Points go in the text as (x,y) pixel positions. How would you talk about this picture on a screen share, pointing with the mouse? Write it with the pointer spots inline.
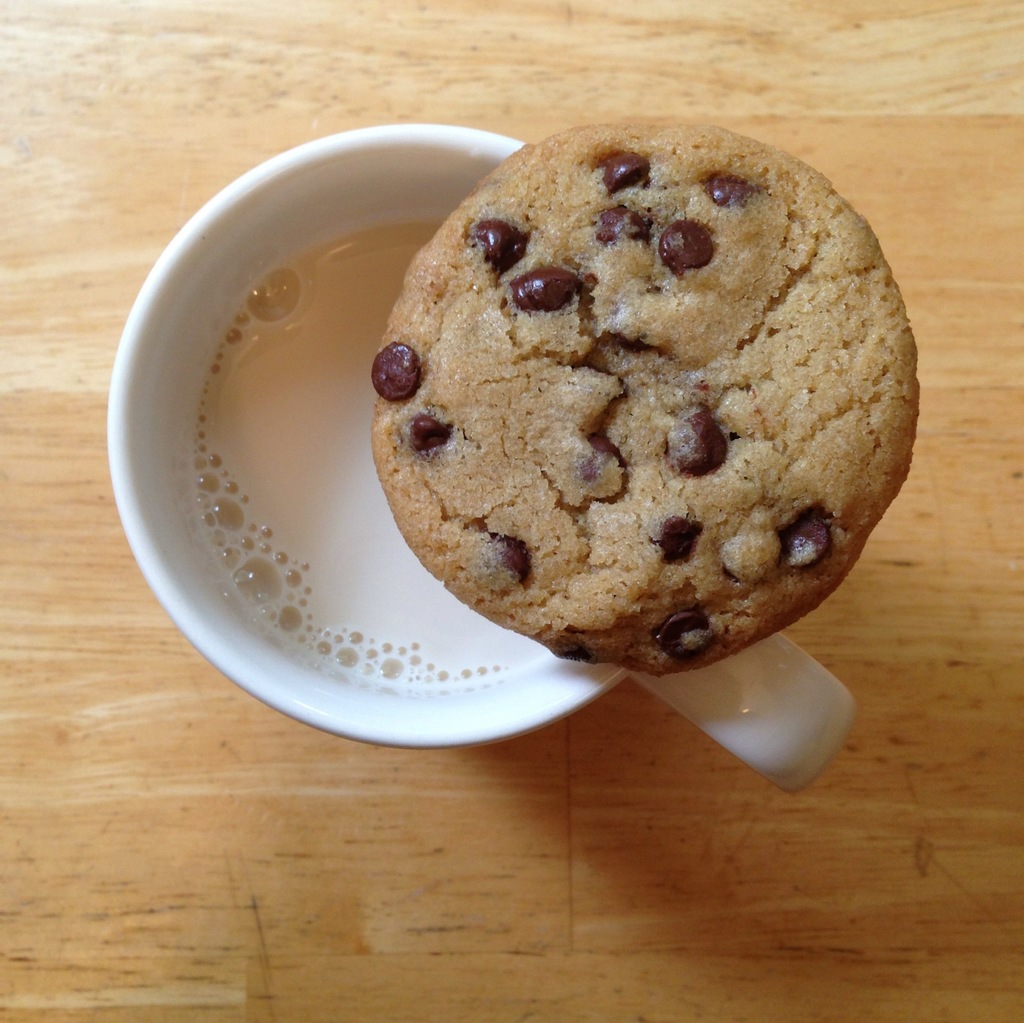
In this picture there is a cup of tea (411,609) in the center of the image (389,647) and there is a cookie (613,547) on it.
